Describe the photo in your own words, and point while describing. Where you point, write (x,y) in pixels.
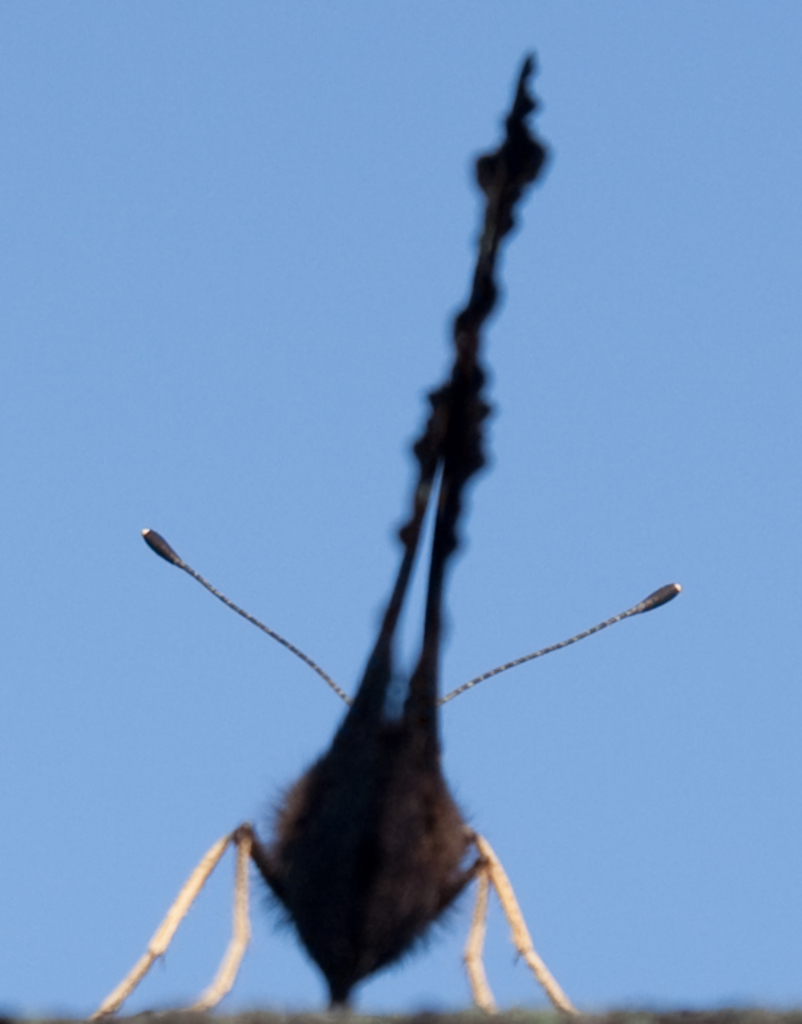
In the foreground of this image (391,820), there is an insect (440,849). In the background (278,288), there is the sky (242,274).
